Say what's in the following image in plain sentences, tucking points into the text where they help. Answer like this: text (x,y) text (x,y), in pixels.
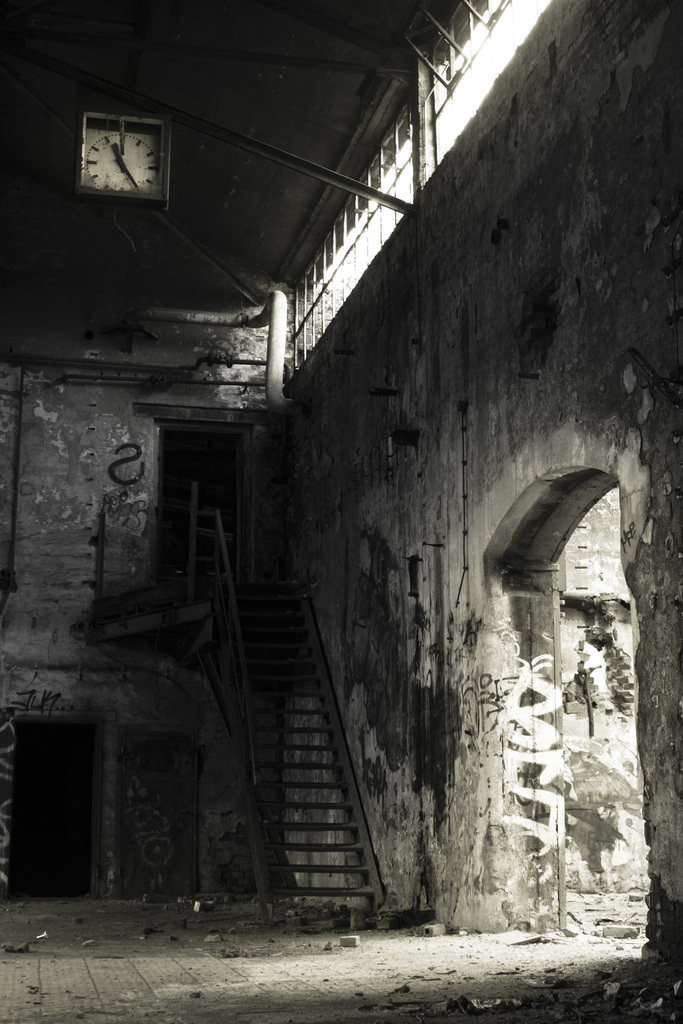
In this image I can see few stairs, a clock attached to the wall (202,215), windows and I can see the inner part (249,677) of the building (524,188).
